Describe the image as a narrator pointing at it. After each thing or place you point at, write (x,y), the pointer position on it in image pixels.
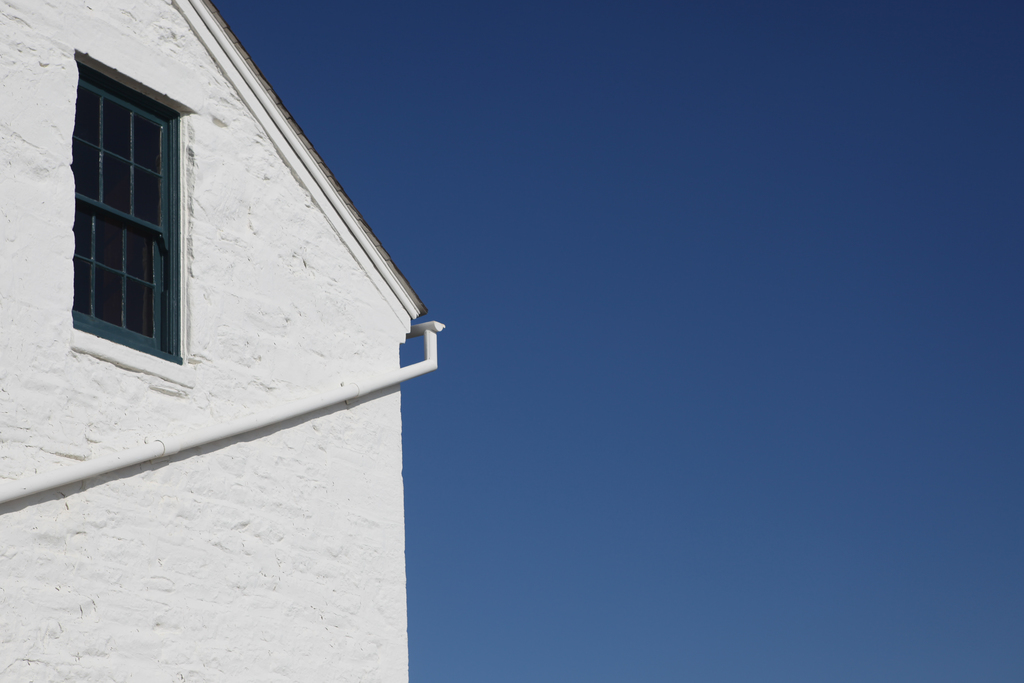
In this image I can see a white colour building (241,227) on the left side (45,205) and on it I can see a white colour pipe (435,357). I can also see a window (125,102) and on the right side (1001,432) I can see the sky (651,292).
